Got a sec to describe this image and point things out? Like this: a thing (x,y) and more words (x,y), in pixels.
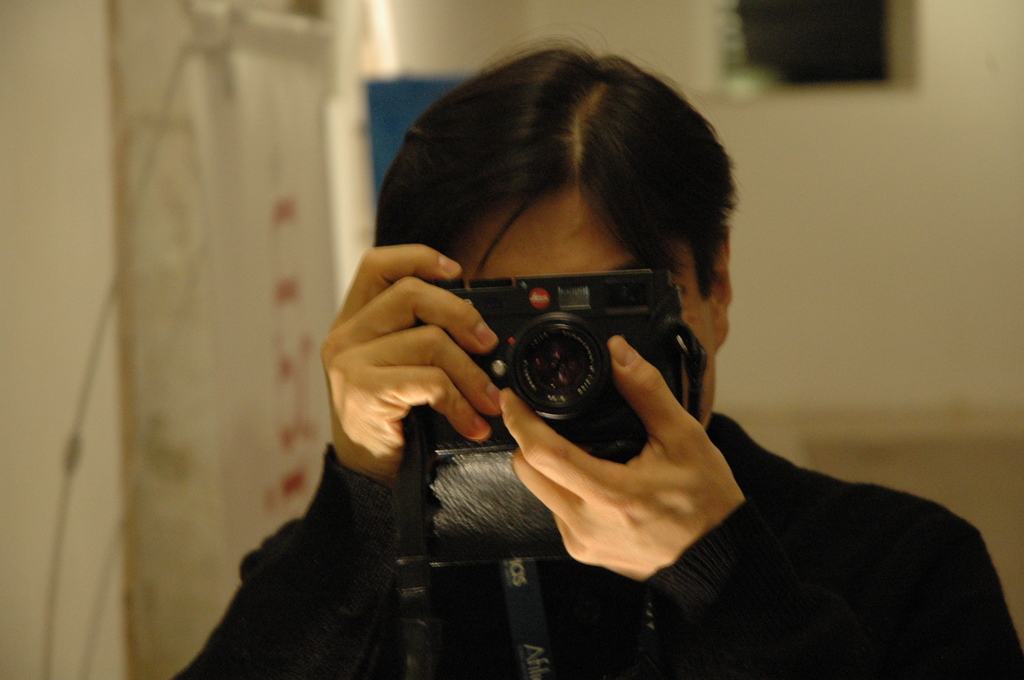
In the picture we can see a man (833,576) wearing a black color hoodie (341,603) and holding a camera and capturing something, the camera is black in color and in the background (867,21) we can see a wall (713,98) with a window (760,84).
